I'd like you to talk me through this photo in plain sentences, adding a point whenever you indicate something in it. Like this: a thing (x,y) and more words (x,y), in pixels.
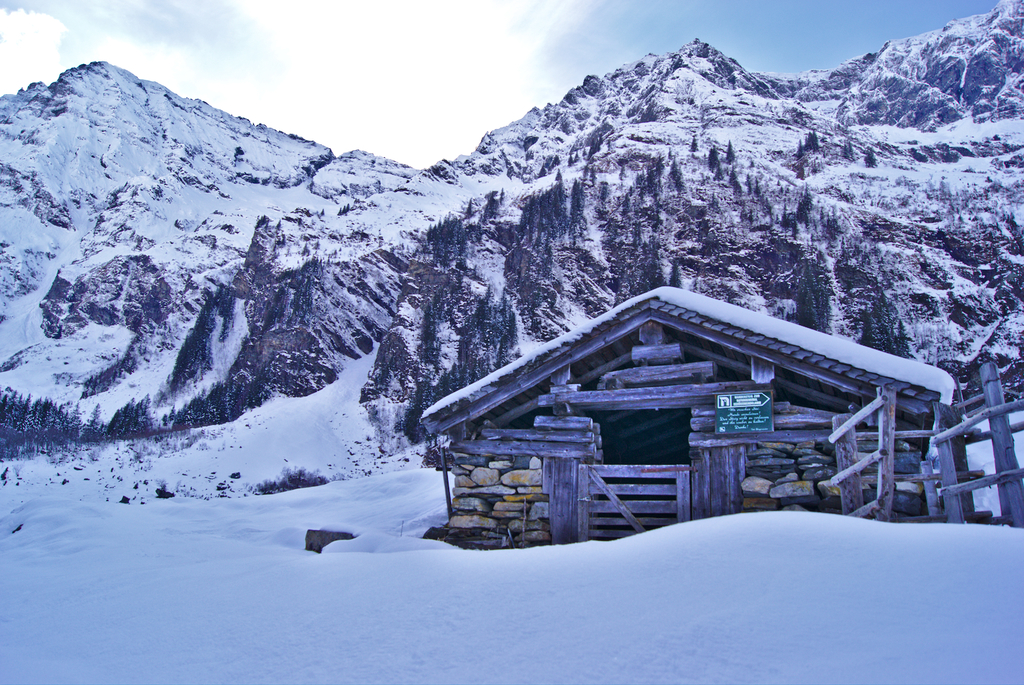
On the right side (748,385) there is a building (624,439) made with woods (545,470) and stones (794,469). On the side there is a fencing (888,441). In the back (289,298) there are trees (627,222) and hills (428,186). It is covered with snow (406,244). In the background (289,62) there is sky (411,48) with clouds (473,37).
